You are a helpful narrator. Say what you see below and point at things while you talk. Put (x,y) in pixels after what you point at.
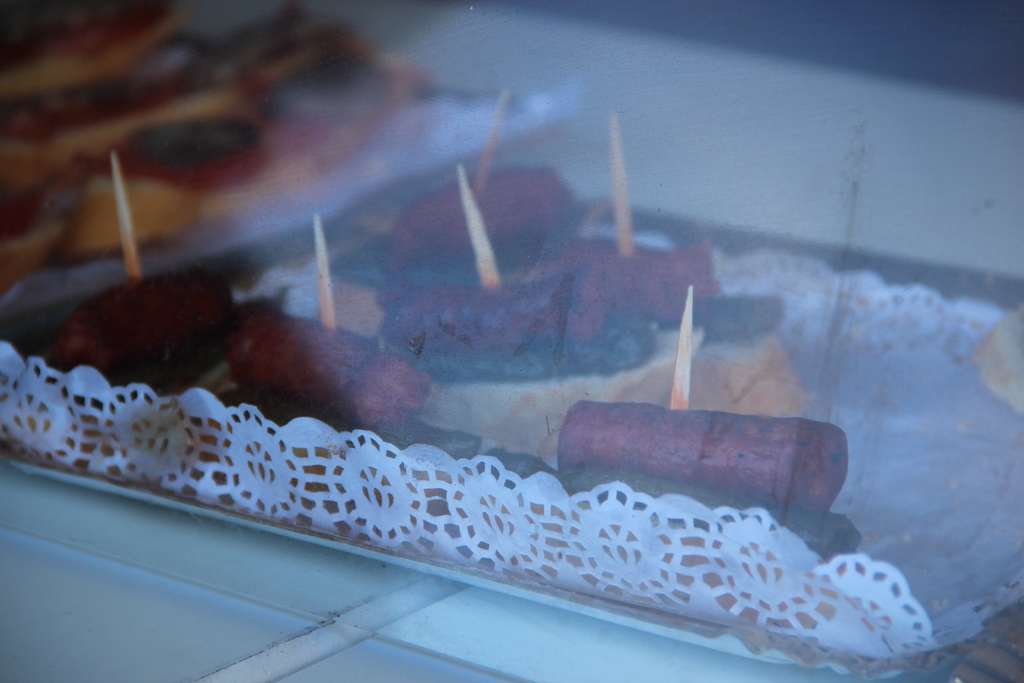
In this picture, it looks like a transparent glass (320,574) and behind the glass (117,530) there are some food items (462,285) on the paper (175,405). Behind the food items (396,273) there is the blurred background (915,206).
